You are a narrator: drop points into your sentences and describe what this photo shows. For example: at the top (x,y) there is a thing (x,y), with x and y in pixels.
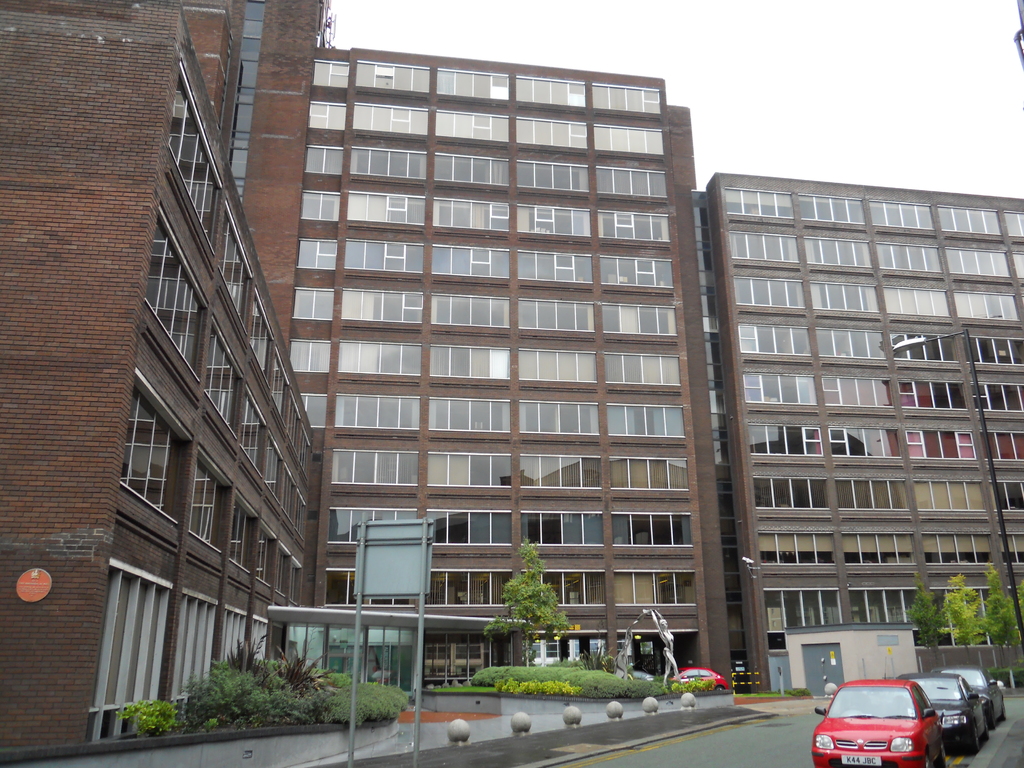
This image consists of a buildings (335,350) along with the windows (470,427). At the bottom (364,696), there are plants (306,711). And we can see the cars (852,713) parked on the road (725,748). In the front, there is a board (390,531). On the right (961,334), we can see a pole (971,363) along with a lamp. At the top (789,120), there is sky (784,128).
